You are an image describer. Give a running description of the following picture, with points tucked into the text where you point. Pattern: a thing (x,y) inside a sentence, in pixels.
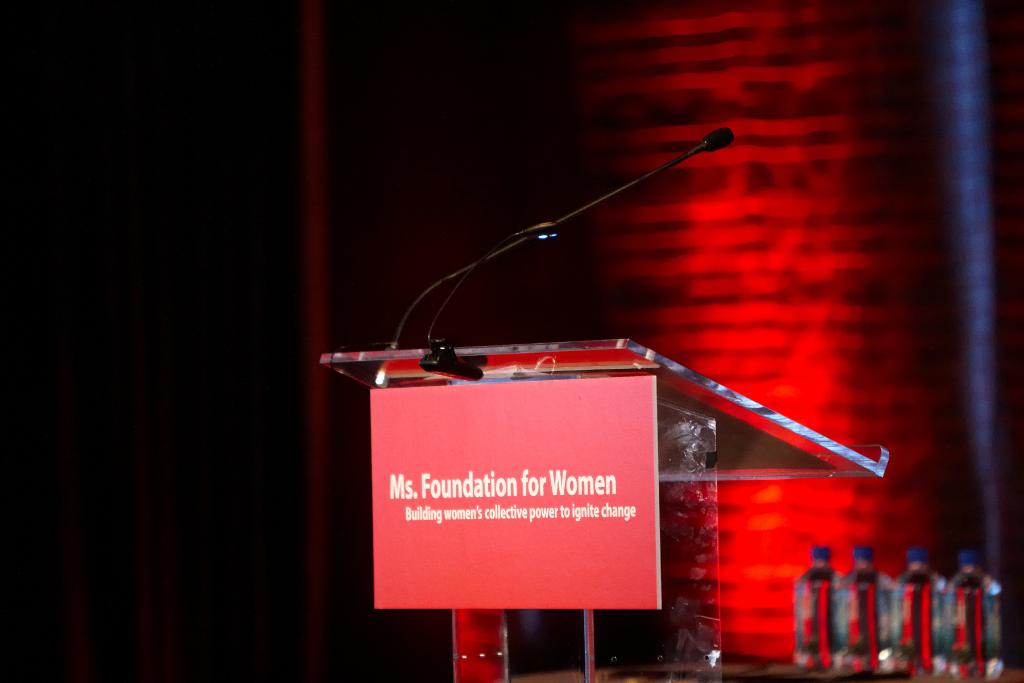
In this image, we can see a microphone (722,137) and there is a red color board (510,450), we can see some water bottles (911,621), there is a dark background (250,128).
